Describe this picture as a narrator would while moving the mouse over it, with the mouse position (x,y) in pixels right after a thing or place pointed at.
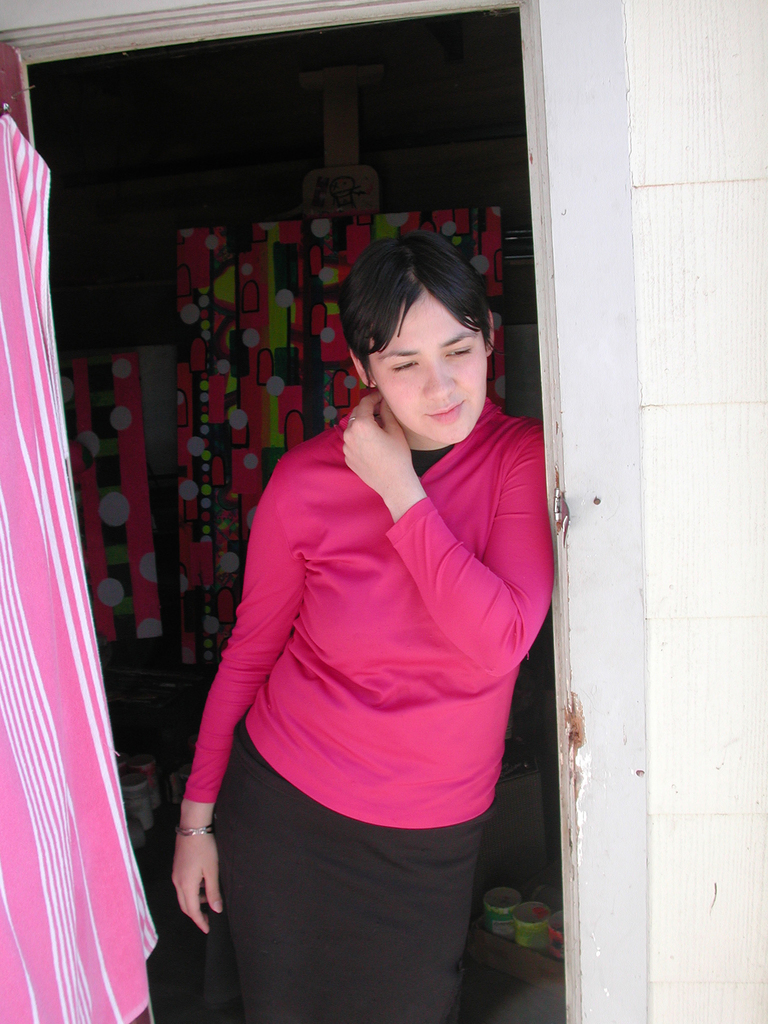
In this picture we can see a woman (302,594), she wore a pink color T-shirt (343,607), behind to her we can see few bottles (142,799).
